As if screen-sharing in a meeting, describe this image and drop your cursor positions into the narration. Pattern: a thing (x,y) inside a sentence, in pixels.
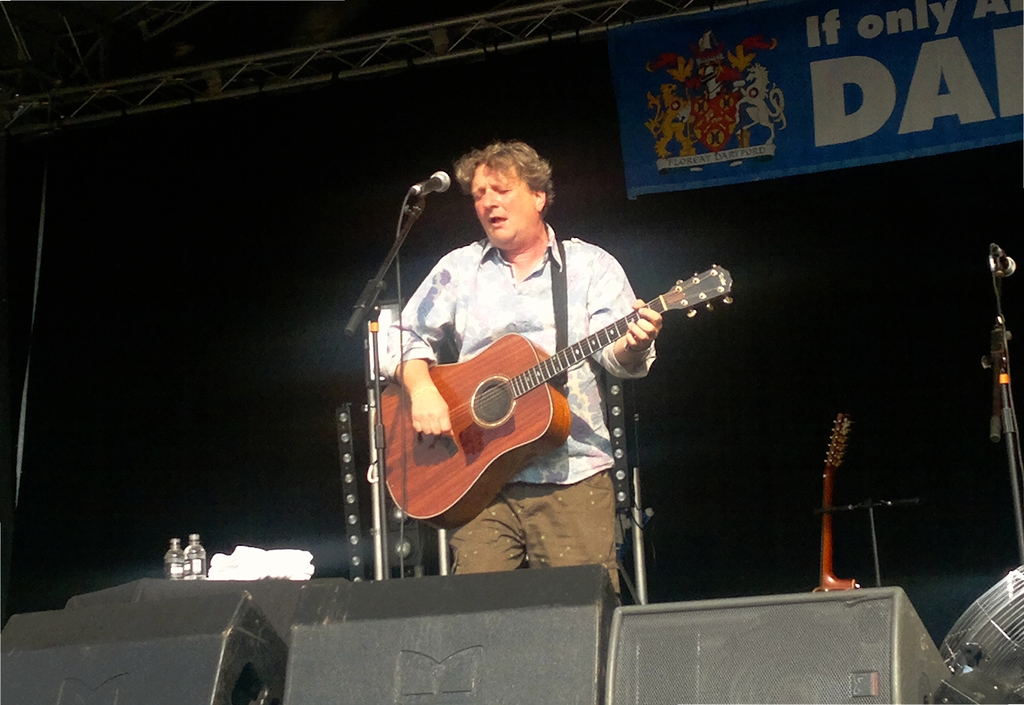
A man (480,287) is standing and also playing the guitar (519,450). He is singing in the microphone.
